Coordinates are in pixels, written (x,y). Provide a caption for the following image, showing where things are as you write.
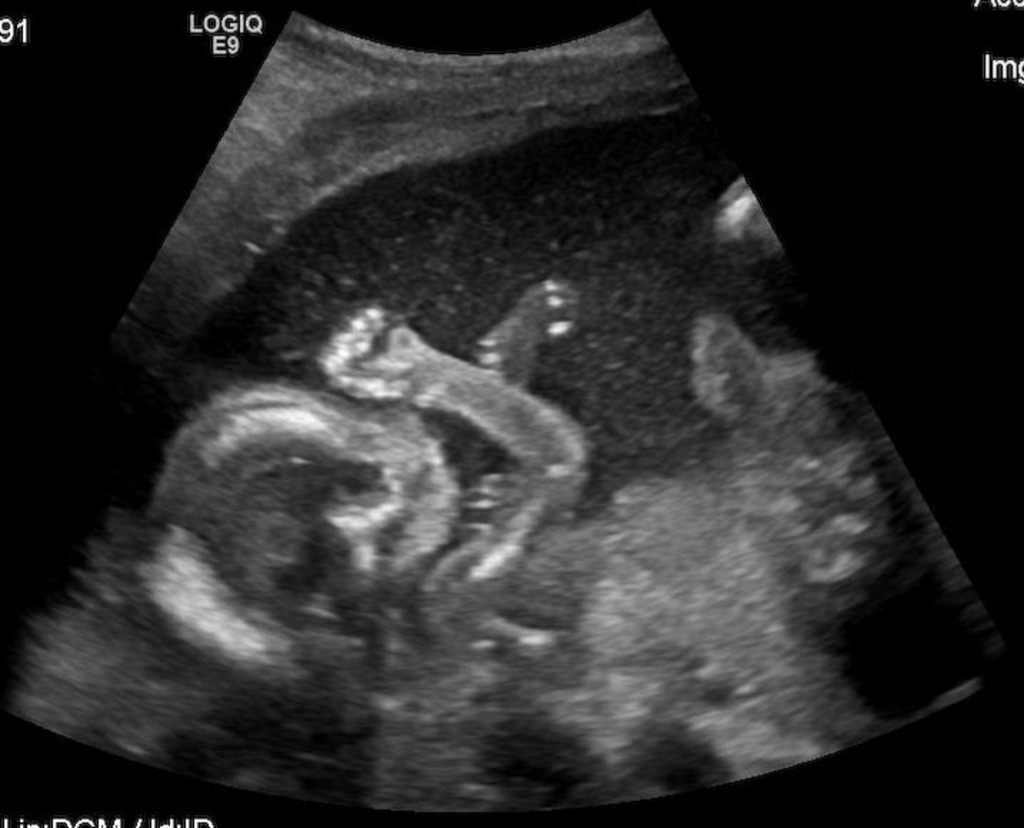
This image consists of scanning report (466,452). It seems to be a display (217,247). And we can see a kid (568,606).
